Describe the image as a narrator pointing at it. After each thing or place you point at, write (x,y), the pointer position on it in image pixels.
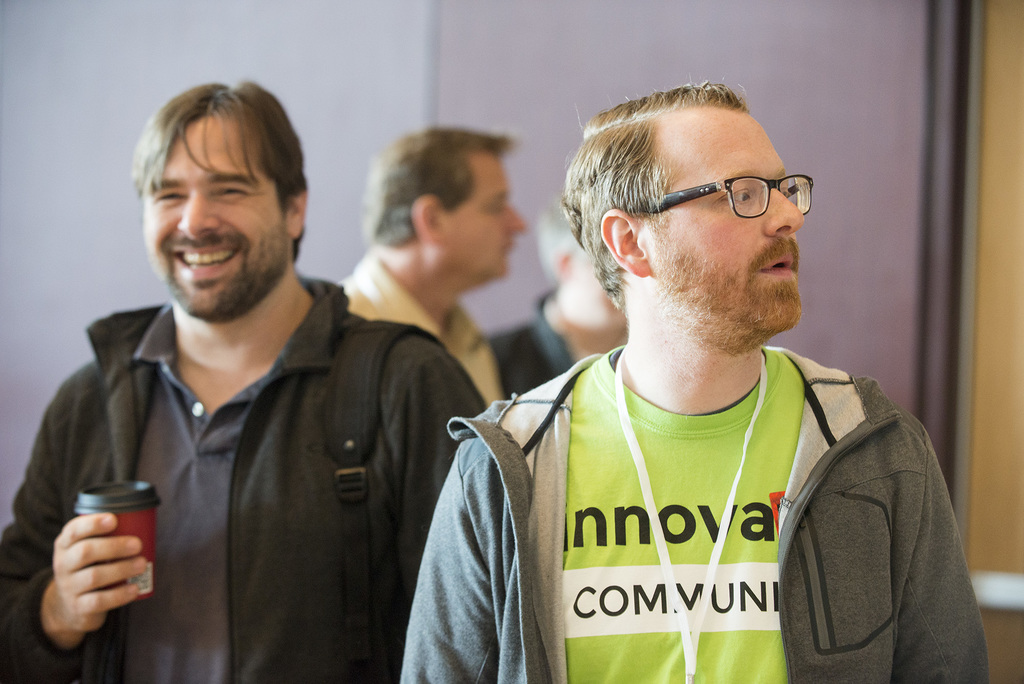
On the left side (213,355), there is a person (271,443) in a jacket (88,391), smiling, holding a red color glass (141,531) with one hand (137,544) and standing. On the right side (842,599), there is a person (775,434) in light green color t-shirt (603,512), wearing a spectacle (798,177) and standing. In the background (580,340), there are other two persons (581,313) and there is a wall (139,67).
